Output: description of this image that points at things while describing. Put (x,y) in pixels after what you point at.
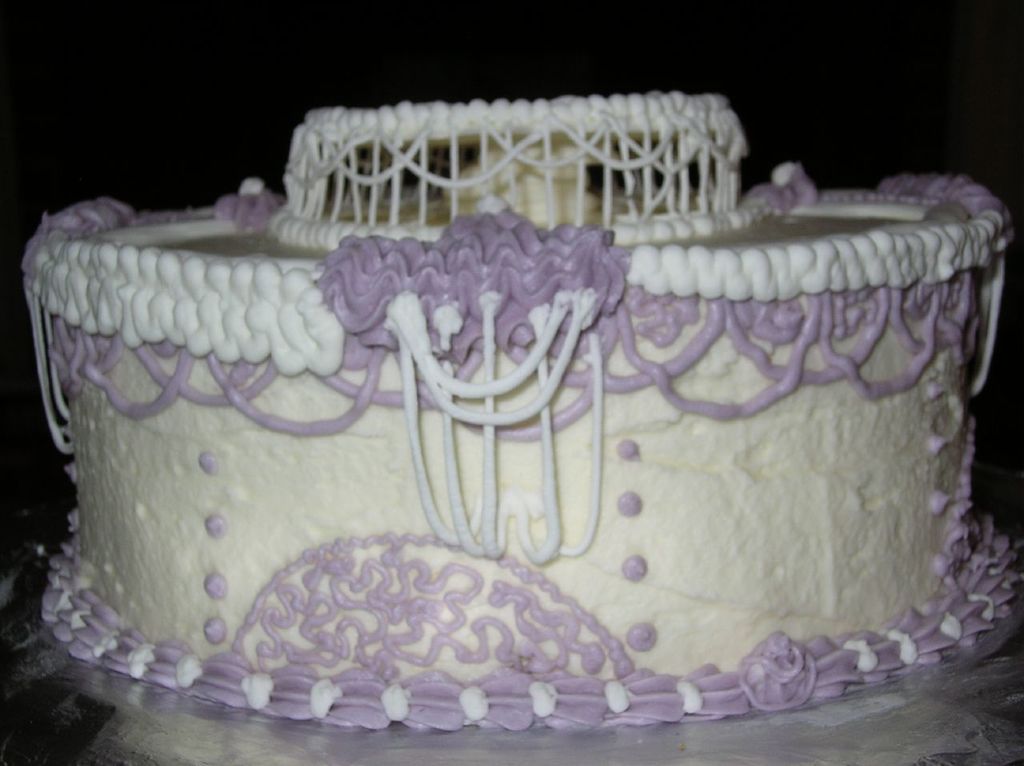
In this picture we can see a cake (593,624) on a platform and in the background (52,399) we can see it is dark.
